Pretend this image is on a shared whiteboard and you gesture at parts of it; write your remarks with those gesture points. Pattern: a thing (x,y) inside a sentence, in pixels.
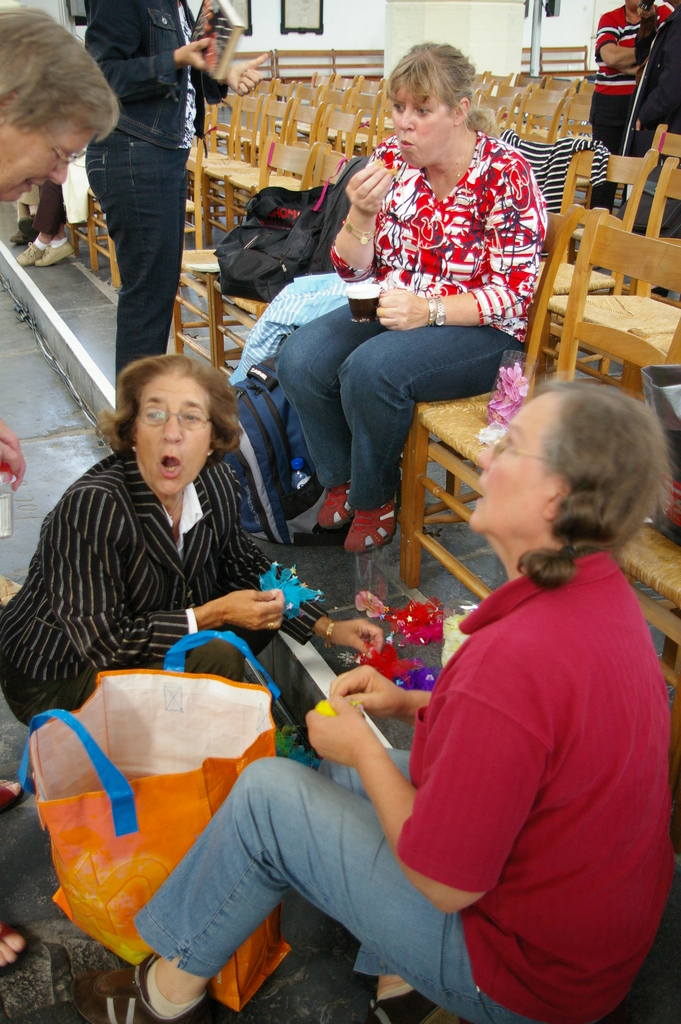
In the image we can see there are people (305,345) sitting and some of them standing, they are wearing clothes (381,367) and some of them are wearing shoes (93,975) and spectacles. There are many chairs (627,339), a bag (97,787) and decorative things (294,756). Here we can see frames (319,6), sticks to the wall (280,46) and the wall (274,38).
